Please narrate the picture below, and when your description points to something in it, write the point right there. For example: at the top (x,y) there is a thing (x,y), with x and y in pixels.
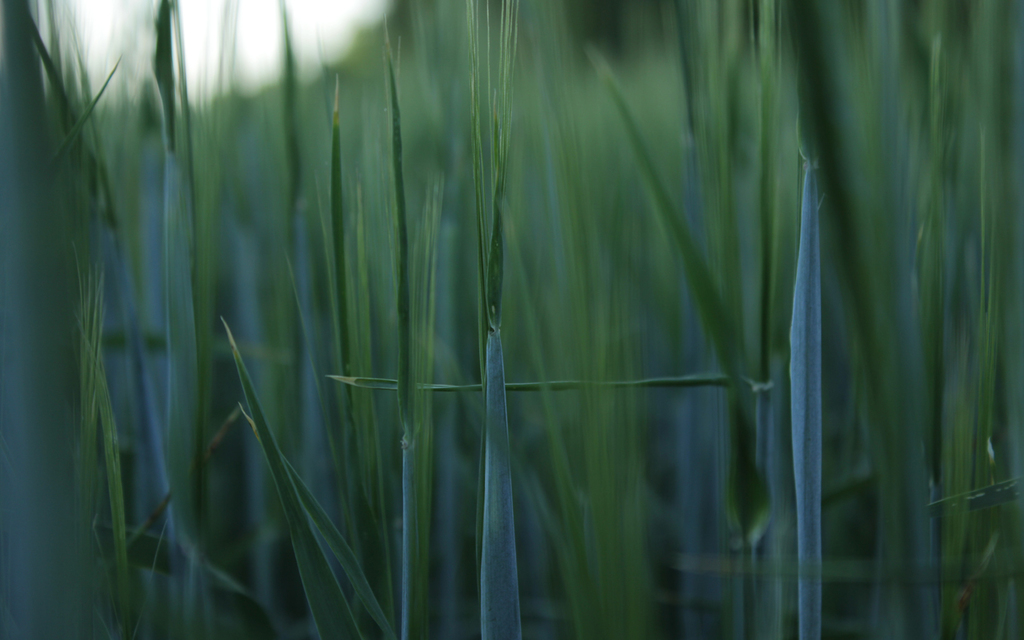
There is grass (174,243) in this image.
